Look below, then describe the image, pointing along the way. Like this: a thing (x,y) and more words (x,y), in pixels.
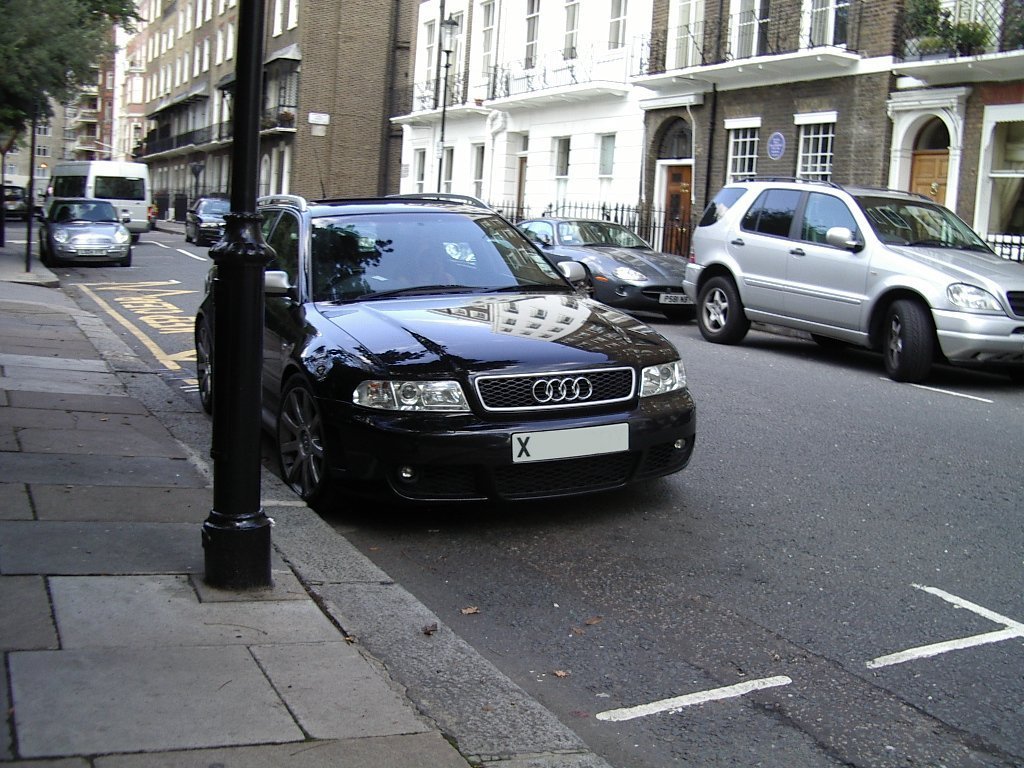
In this image, we can see vehicles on the road (171,363) and in the background (394,114), there are buildings (278,29), trees (95,62) and we can see poles (249,339) and there is a side way (146,473) and we can see some grills (575,211).
